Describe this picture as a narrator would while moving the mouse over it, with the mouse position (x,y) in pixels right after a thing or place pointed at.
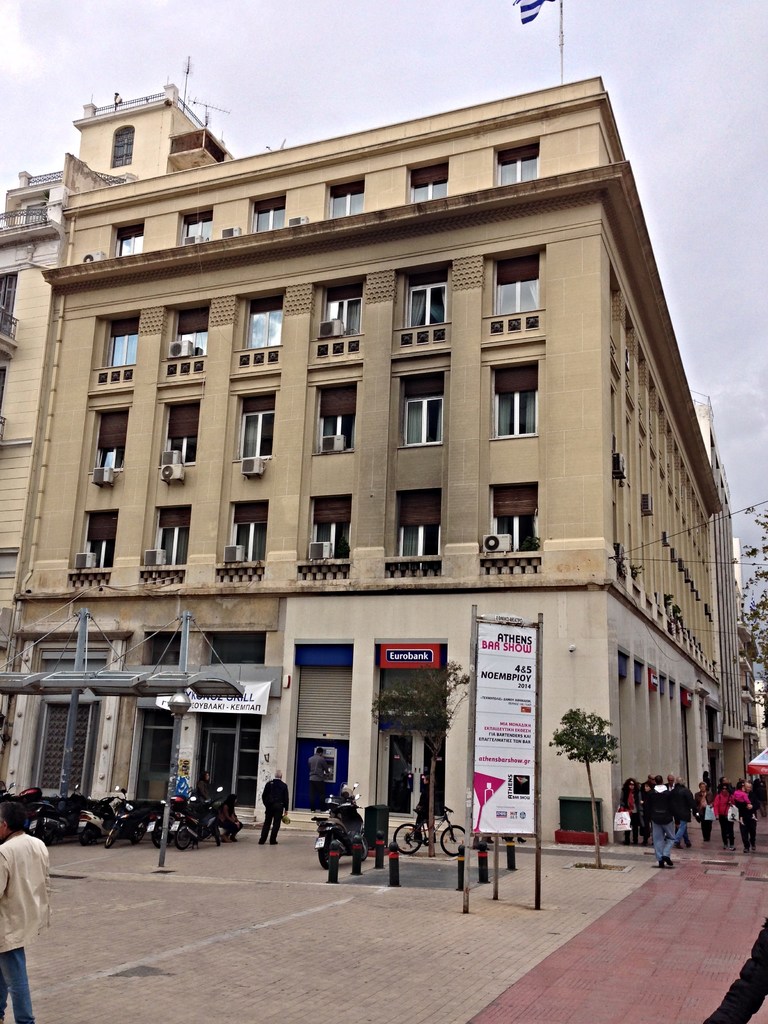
In this image we can see a building (431,398). On the building (430,349) we can see windows (192,320), air conditioners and a board (401,655) with text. In front of the building (369,654) we can see vehicles (177,836), trees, poles (462,871), persons (206,792) and a board (494,748) with text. On the right side (662,814), we can see the persons (677,789) and the trees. There is a flag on the building (386,549). At the top (389,43) we can see the sky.
